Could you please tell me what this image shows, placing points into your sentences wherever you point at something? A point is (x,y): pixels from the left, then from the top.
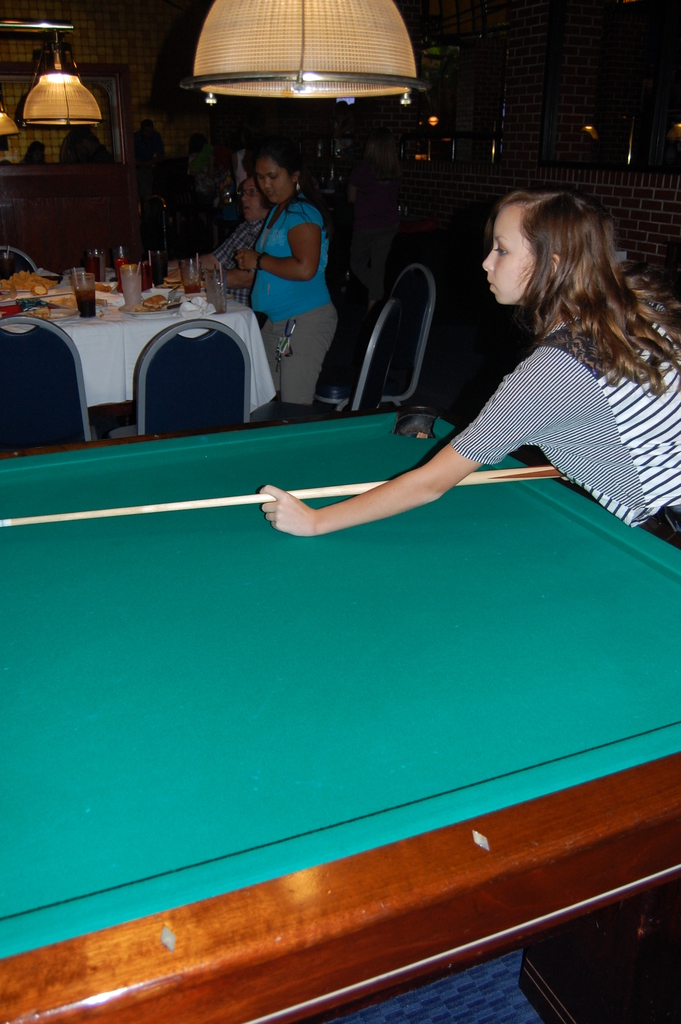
Here a girl (577,421) is playing pool. In the background (203,312) there are few people (242,236), chairs (18,268), glasses (137,303), food items (18,288) on a table (124,333) and light (326,1) is hanging from the roof top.
